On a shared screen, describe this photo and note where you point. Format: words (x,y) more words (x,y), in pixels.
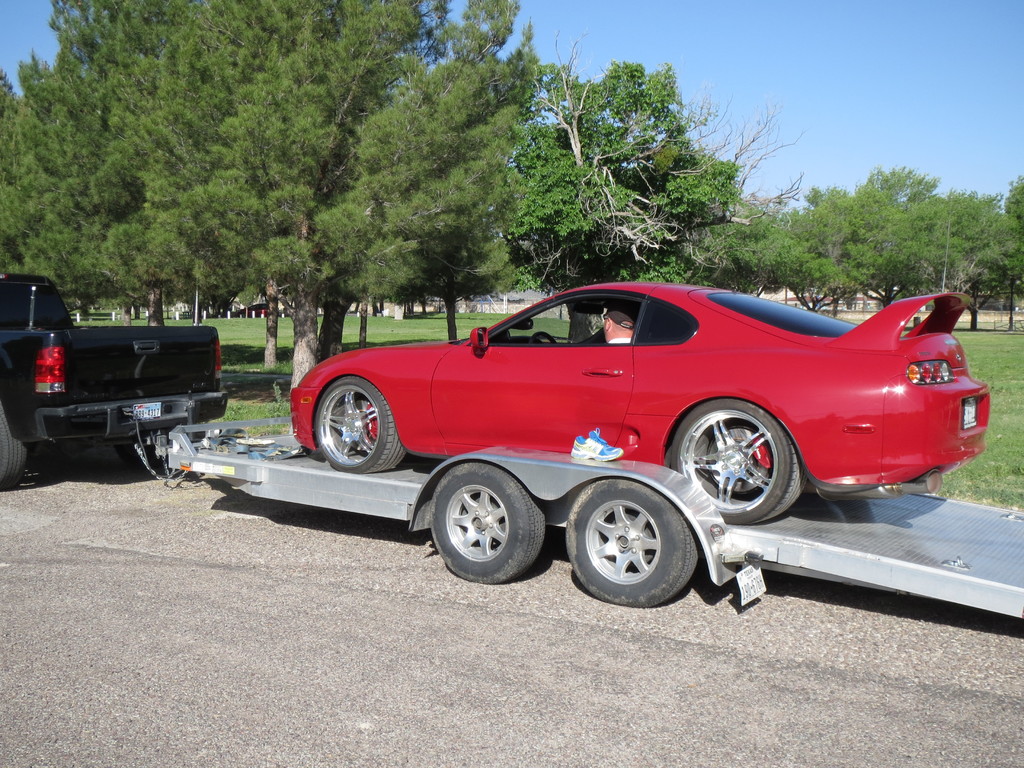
In this image we can see a vehicle (79,358) on the road (729,663) and there is a car (782,452) on the ramp (436,474), a person (611,338) sitting in the car (557,381) and there are few objects (603,449) on the ramp (287,447), there are few trees (302,243) and the sky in the background (594,226).
